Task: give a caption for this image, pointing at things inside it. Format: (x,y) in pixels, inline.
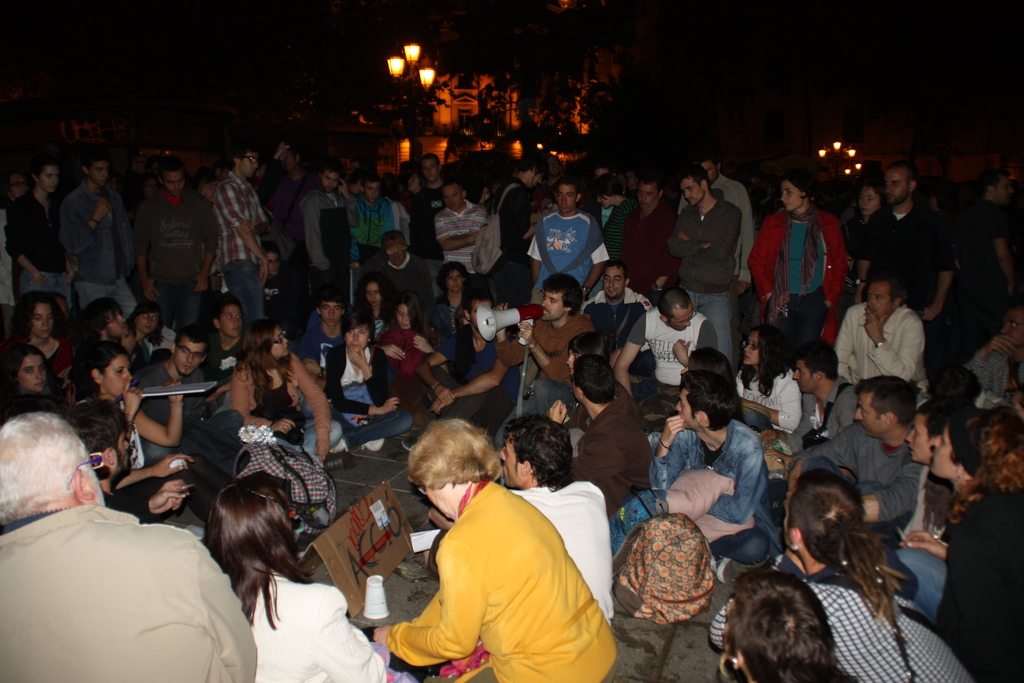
In the image there are many people (241,376) sitting on the floor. And also there are few boards (363,581) with something written on it. There is a person (526,327) sitting and holding a loudspeaker (513,318) in the hand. Behind them there are many people (161,246) standing. In the background (372,65) there are trees (477,100), lamps (408,52) and buildings (741,120).
